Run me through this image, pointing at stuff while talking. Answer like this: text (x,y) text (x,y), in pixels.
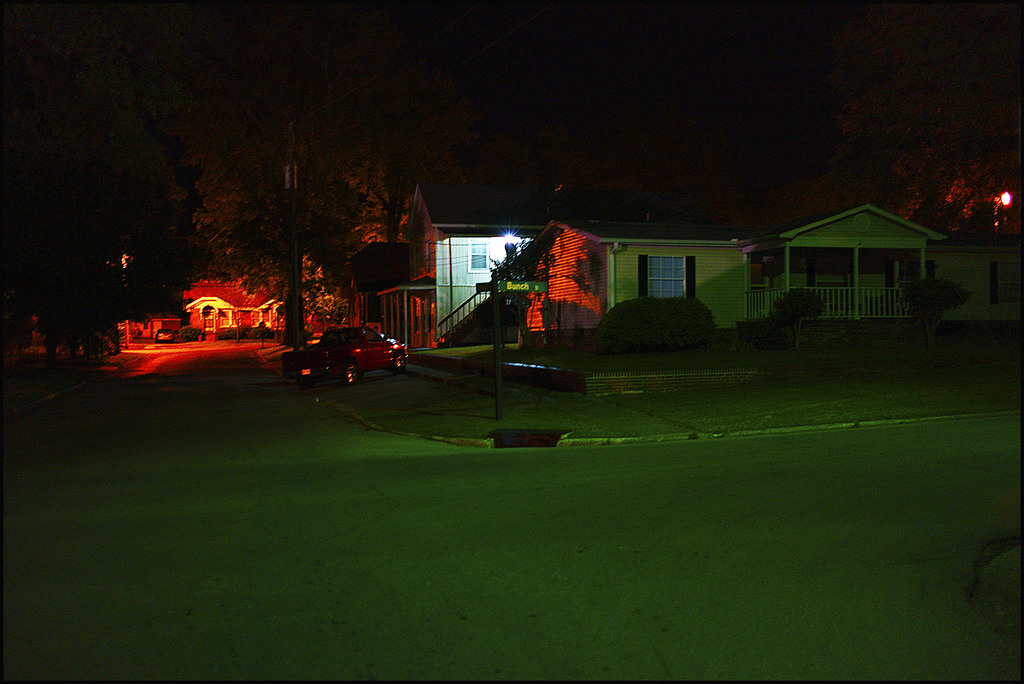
This picture is clicked outside. In the center (349,347) we can see the vehicles (353,359), board (507,289) attached the pole (501,415) and we can see the plants (660,339), staircase (464,305), houses (576,236), windows (821,262) of the houses (217,293) and some other objects (421,359). In the background (237,244) we can see the trees (864,52), lights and some other objects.
